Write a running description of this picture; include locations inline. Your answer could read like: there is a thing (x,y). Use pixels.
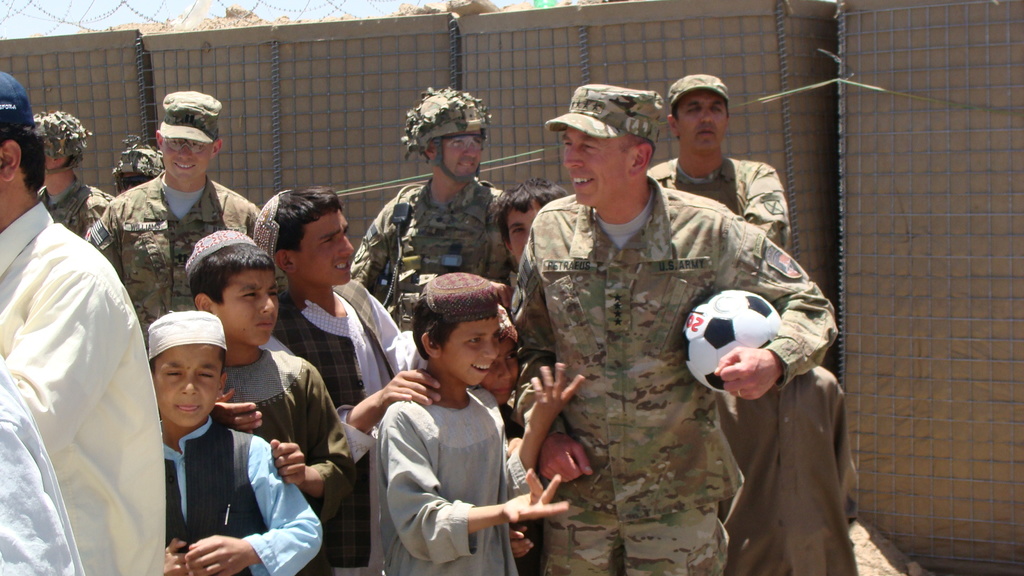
In the picture there are few soldiers (472,165) and kids (464,377) standing In the picture most are smiling. In the background (267,82) there is a fencing (343,51). Sky (48,4) is visible. Soldiers (161,202) are wearing uniforms (478,205).
